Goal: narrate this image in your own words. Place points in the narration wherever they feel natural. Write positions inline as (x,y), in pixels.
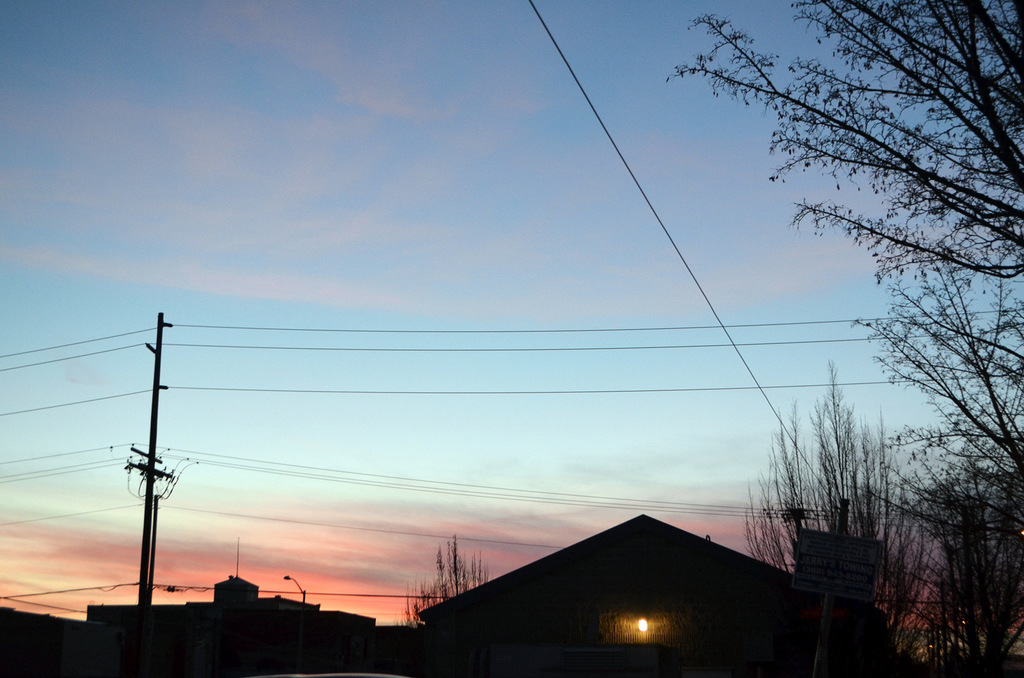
In this image there are houses (294,627), electrical pole (143,586) and trees (893,572), in the background (452,153) there is a blue sky (287,231).
